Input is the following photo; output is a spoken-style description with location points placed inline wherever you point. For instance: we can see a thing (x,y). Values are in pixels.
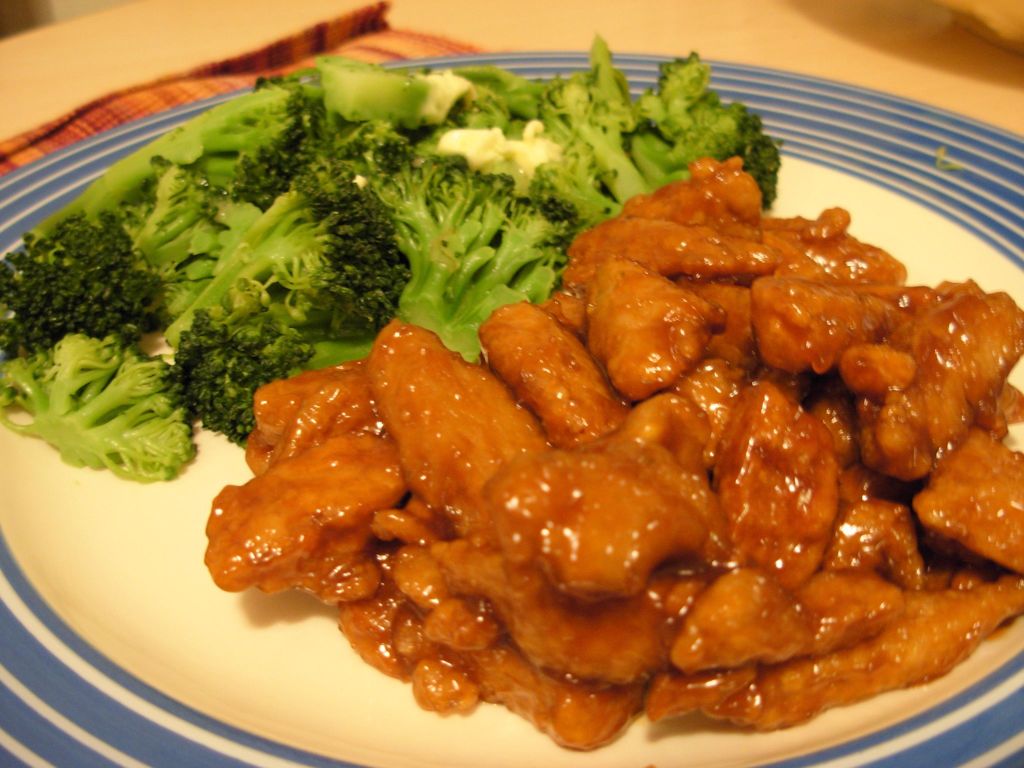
In this image there is Broccoli (337,225) and some other food item (544,396) on a plate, the plate (22,721) is on top of a table (181,40).
